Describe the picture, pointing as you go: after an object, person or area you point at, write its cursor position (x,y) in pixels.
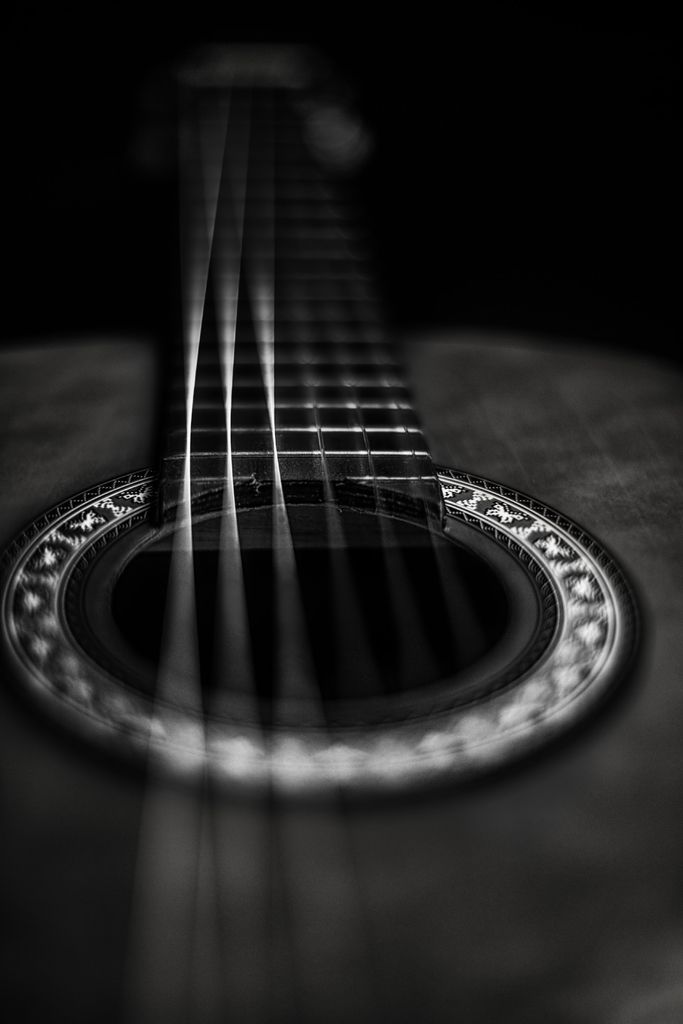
There is a gray color guitar (280,737). It has 6 strings (327,499) on a silver line (198,711).
